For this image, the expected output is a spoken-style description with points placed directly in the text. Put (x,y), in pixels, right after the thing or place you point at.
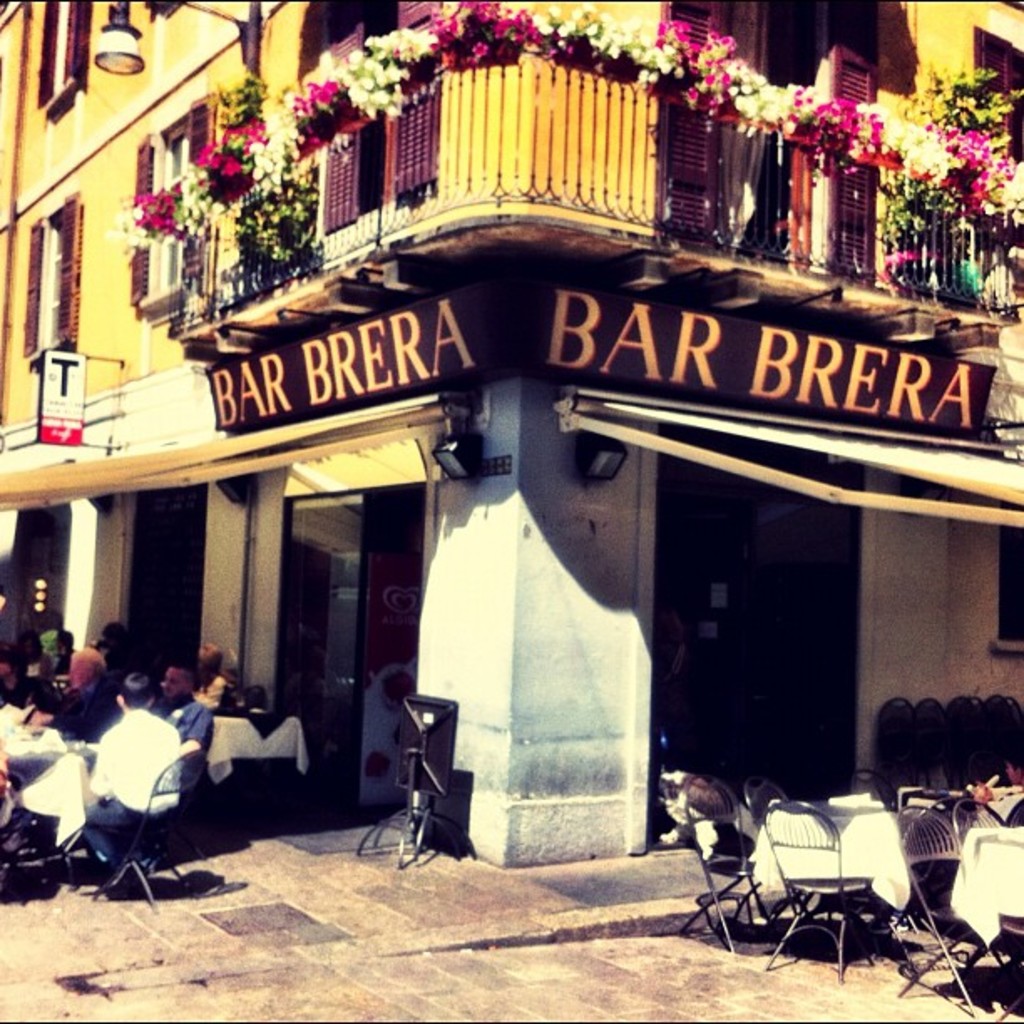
This image is taken outdoors. At the bottom of the image (359,943) there is a floor (401,961). On the right side of the image (837,863) there are a few empty chairs (824,893) and tables (856,867) with tablecloths (866,850). On the left side of the image (124,774) a few people (89,736) are sitting on the chairs (162,761) and there are a few tables (220,728) with a few things (40,744) on them. In the middle of the image (394,431) there is a building (84,146) with walls (110,247), windows (134,277), doors (362,617), pillars (506,577), railing (772,237) and a balcony (946,225). There are a few plants (293,169) and there are two boards (533,347) with text (585,365) on them.
